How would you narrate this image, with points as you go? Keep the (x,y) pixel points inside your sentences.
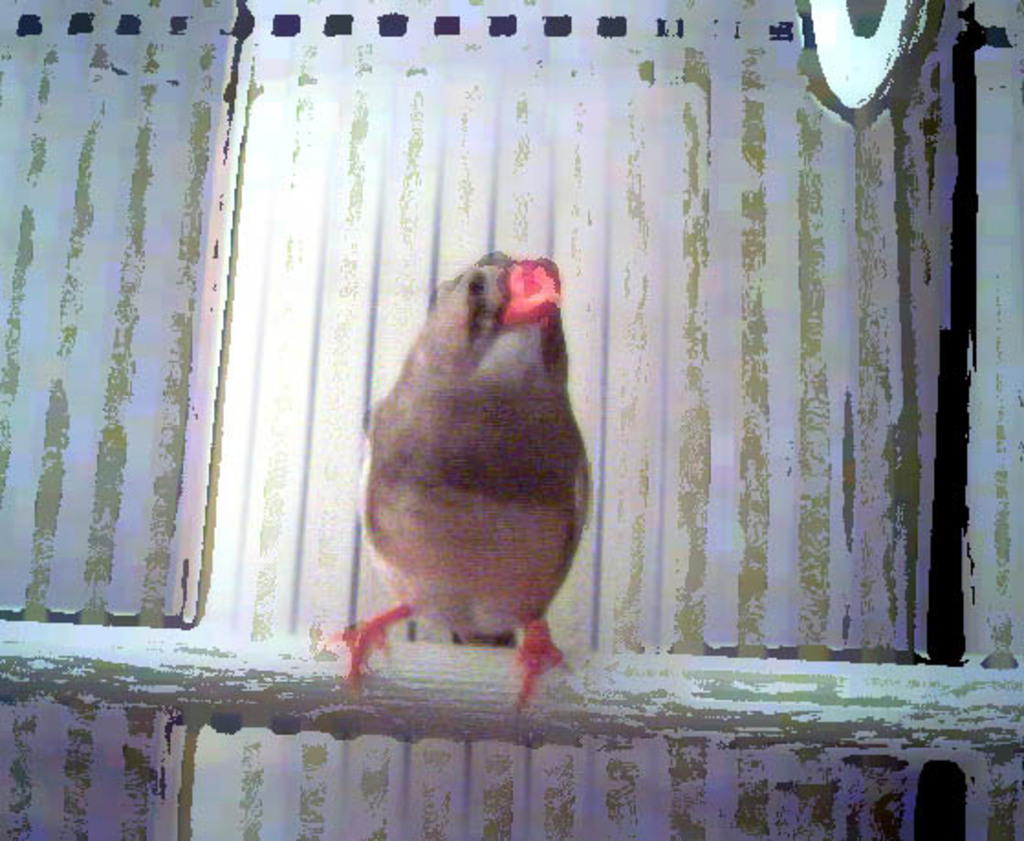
In the middle of this image (543,375) there is a bird (514,413). In the background (128,317) I can see white color paint (811,369).
